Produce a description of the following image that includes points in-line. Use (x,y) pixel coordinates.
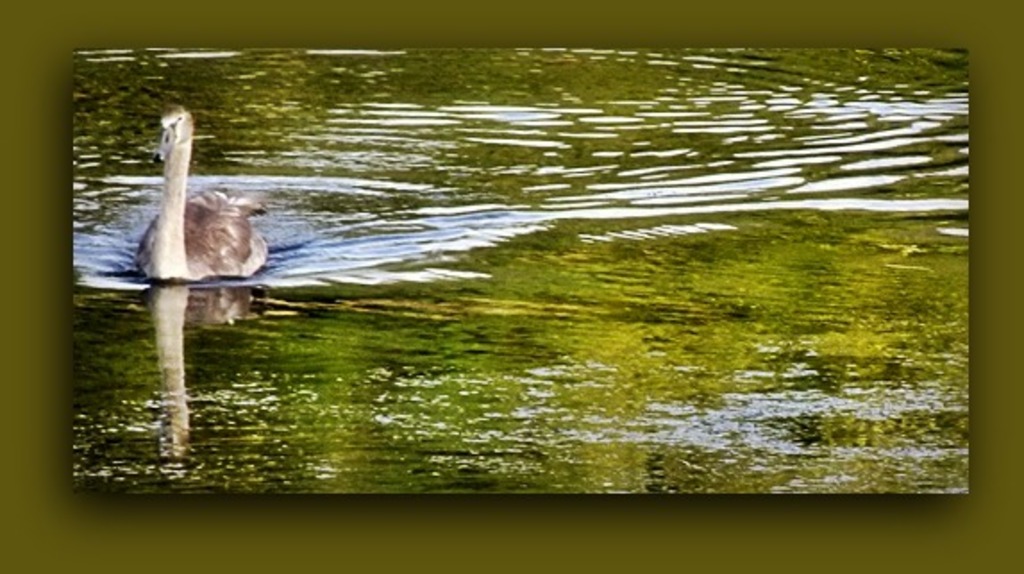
This is an edited image. In the image we can see a swan (190,201) in the water (439,302).
